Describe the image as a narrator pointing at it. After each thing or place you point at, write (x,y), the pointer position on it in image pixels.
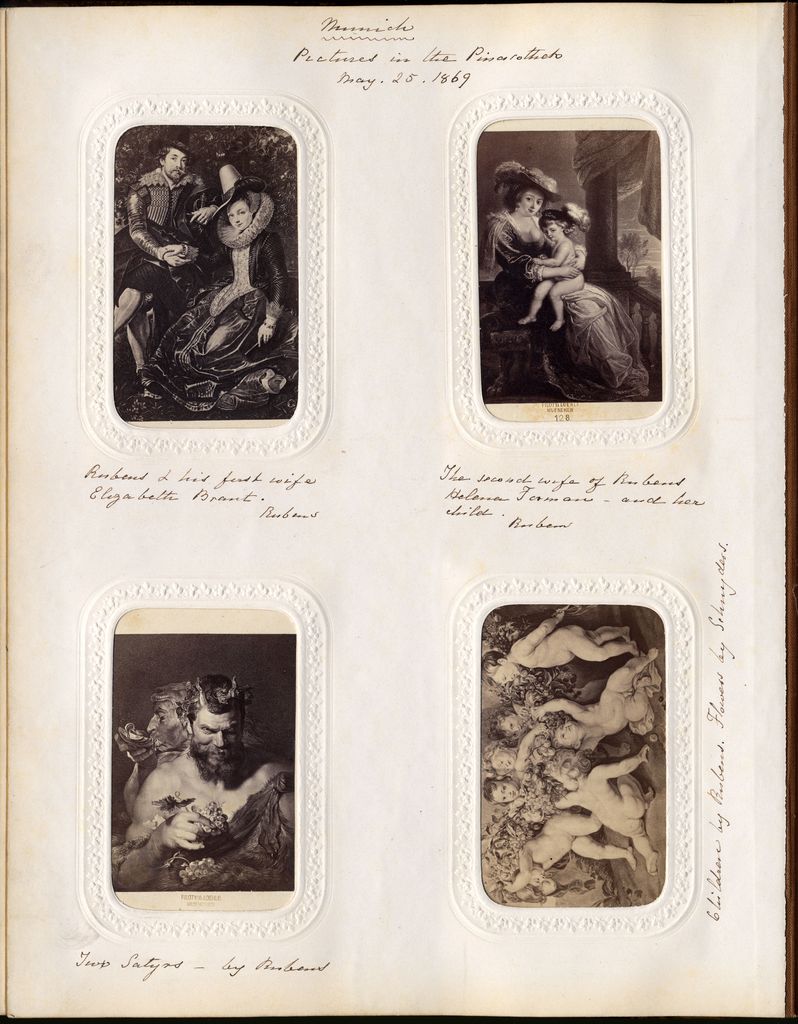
In this image we can see paper (480,607) with some images (497,351) and text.
